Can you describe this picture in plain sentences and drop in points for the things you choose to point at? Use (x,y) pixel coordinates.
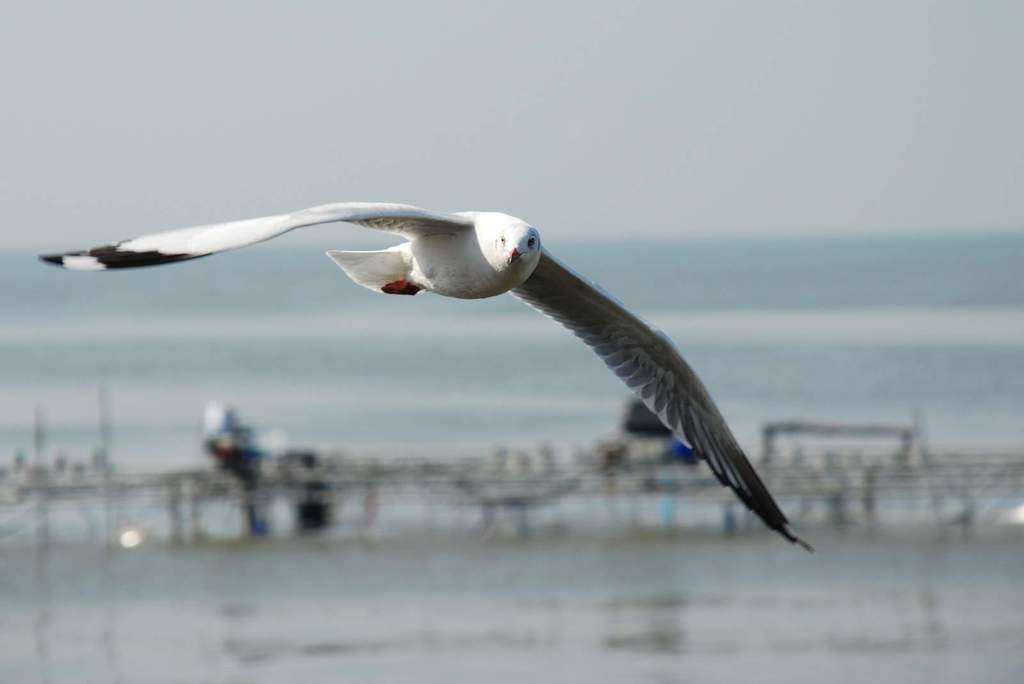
There is a gull (502,264) flying in air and there are some other objects (491,470) behind it and there are water (488,371) in the background (458,405).
